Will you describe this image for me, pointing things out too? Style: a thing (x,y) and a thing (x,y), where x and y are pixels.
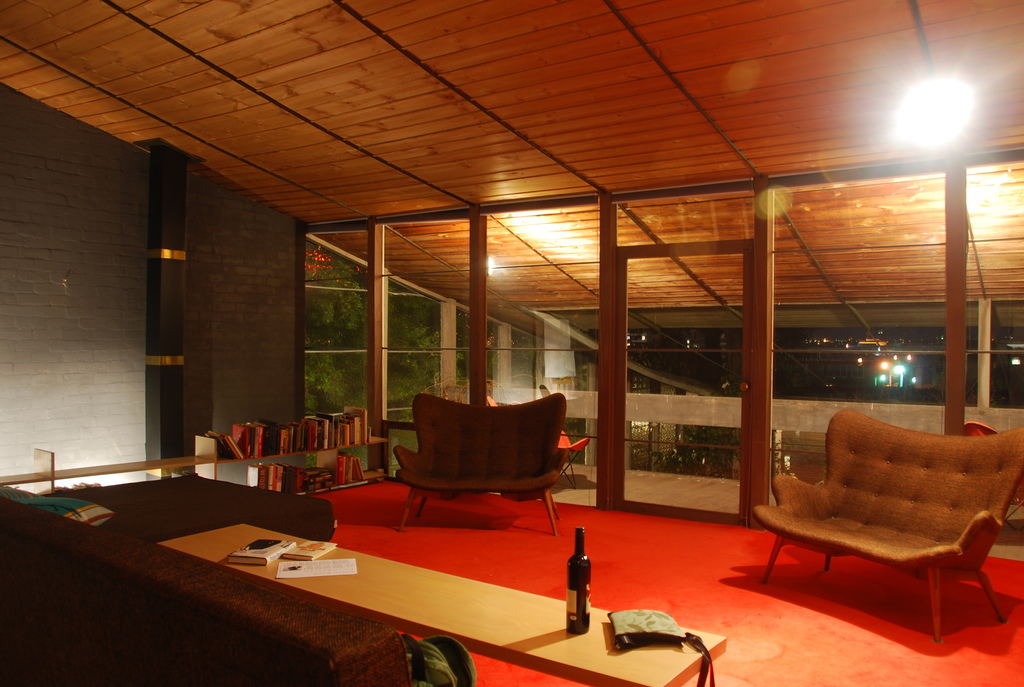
This picture describes about inside of the room (509,552) in this we can see a bottle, bag (628,615), books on the table (445,608), and also we can see chairs (837,517) and couple of lights (926,121). In the background (328,324) we can find couple of trees (394,338).
